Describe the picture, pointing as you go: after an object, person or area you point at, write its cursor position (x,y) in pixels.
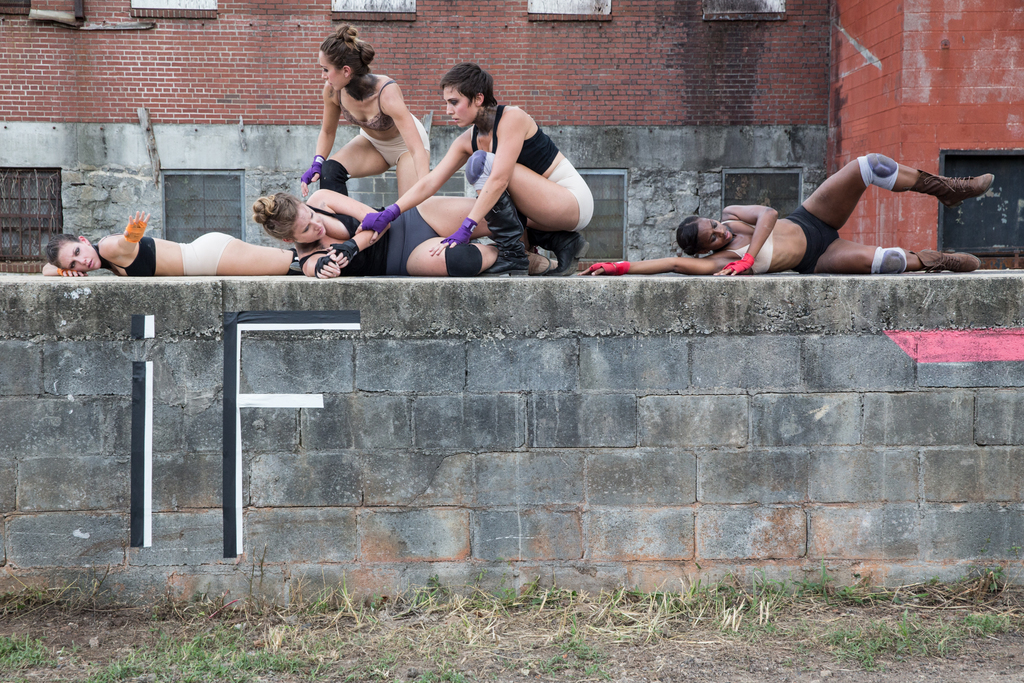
This image is taken outdoors. At the bottom of the image (176,641) there is a ground (643,637) with grass (225,630) on it. In the middle of the image (404,246) a few women (170,259) are doing exercises on the wall (660,422). In the background (449,135) there is a building (552,106) with a few walls (682,79), windows (174,180), grills (170,180) and a door (996,187).
